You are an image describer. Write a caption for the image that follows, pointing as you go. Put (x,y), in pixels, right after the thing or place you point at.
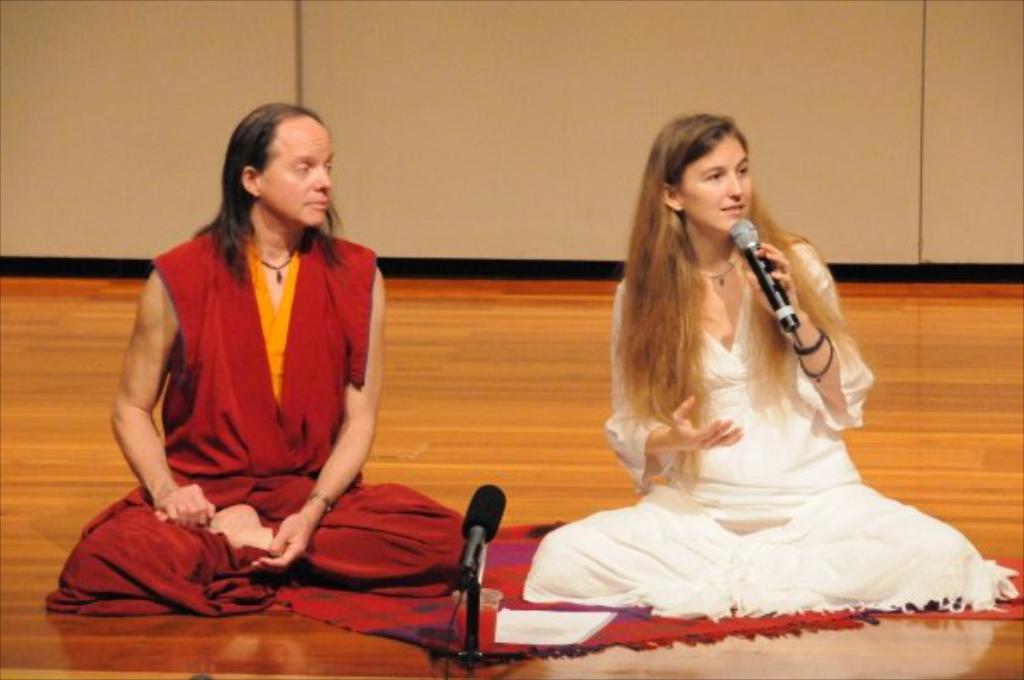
In the center (655,409) we can see two persons (310,218) were sitting on the floor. The woman (749,333) she is holding microphone (771,271), in center we can see another microphone (490,520). And coming to background (613,90) there is a wall (844,96).
